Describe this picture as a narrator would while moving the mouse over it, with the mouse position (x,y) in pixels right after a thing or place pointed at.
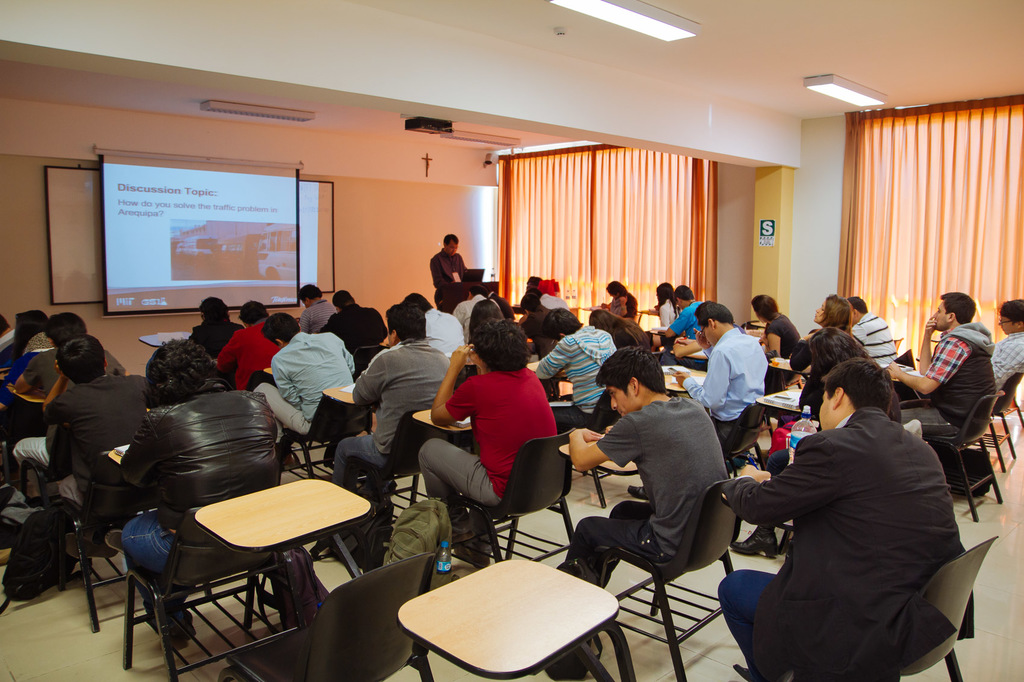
It looks like a seminar hall (367,81), many people (234,418) are sitting here on the chair (252,537). We can see a screen (186,234) on the wall (438,142) and beside the screen (215,284) there is a person (444,264) standing and handling the laptop (466,278). On the right (957,203) there are curtains (917,219). On the roof top (730,50) we can see lights (833,75) and this is the projector (426,131).
